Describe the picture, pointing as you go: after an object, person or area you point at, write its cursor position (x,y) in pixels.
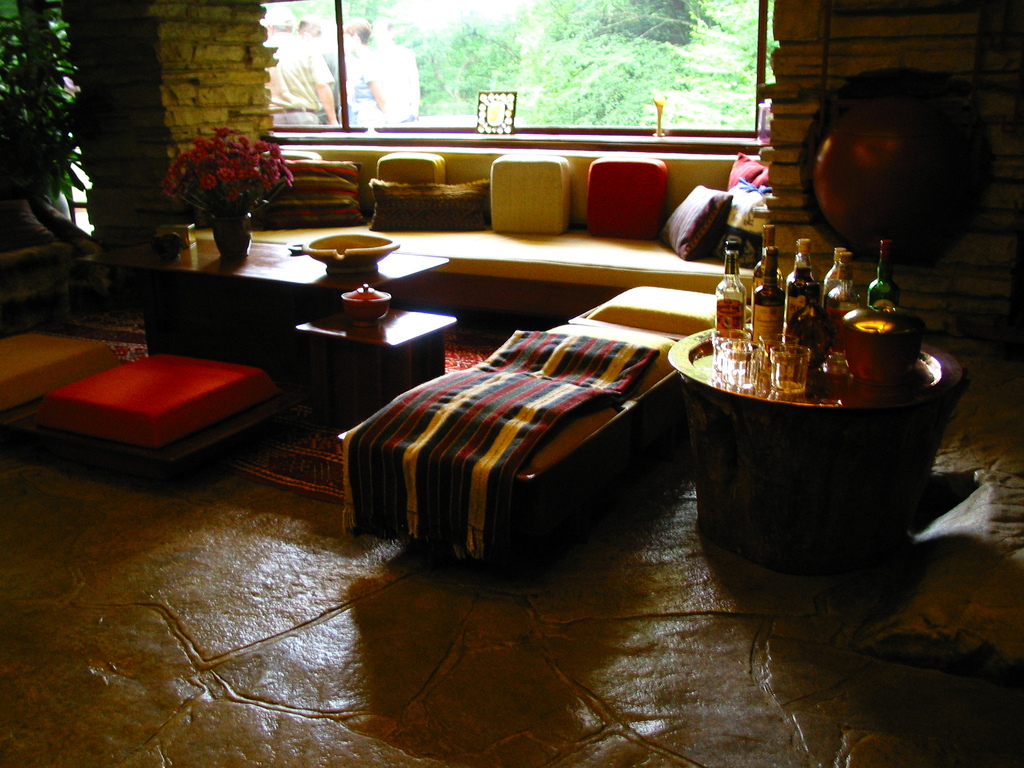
In this room (609,537) we can able to see couch (646,252) with pillows (510,207), bed (520,471) with bed-sheet (487,496) and floor (239,522) with carpet (319,462). On this table (322,285) there is a flower vase (232,160), bowl (332,259), glasses (723,369) and bottles (830,309). From this window (535,80) we can able to see persons (369,65) and trees (618,61).
